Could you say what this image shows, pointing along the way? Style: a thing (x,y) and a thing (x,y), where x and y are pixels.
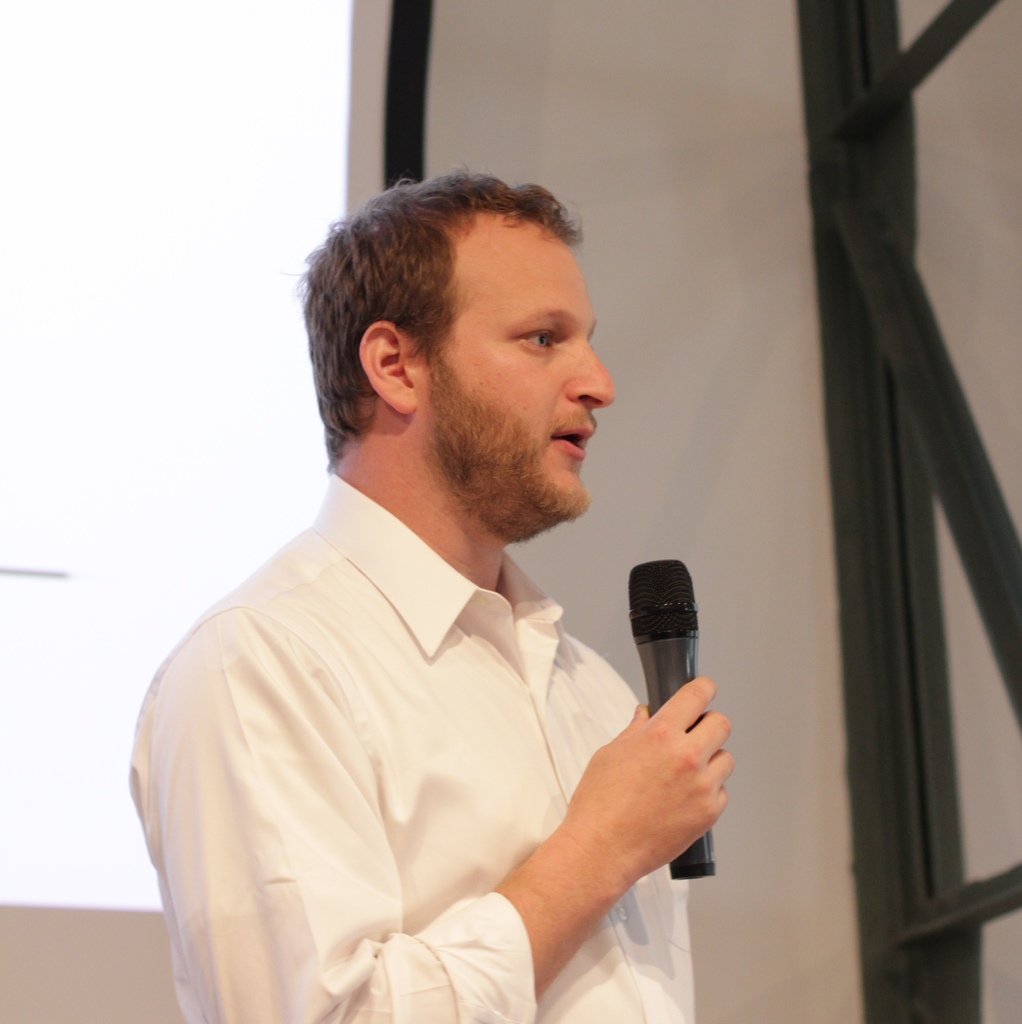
In the picture there is a man (499,539) standing and holding microphone (655,612) in his hand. He wore a white shirt (532,665). In the background (32,955) there is a wall (40,944).
